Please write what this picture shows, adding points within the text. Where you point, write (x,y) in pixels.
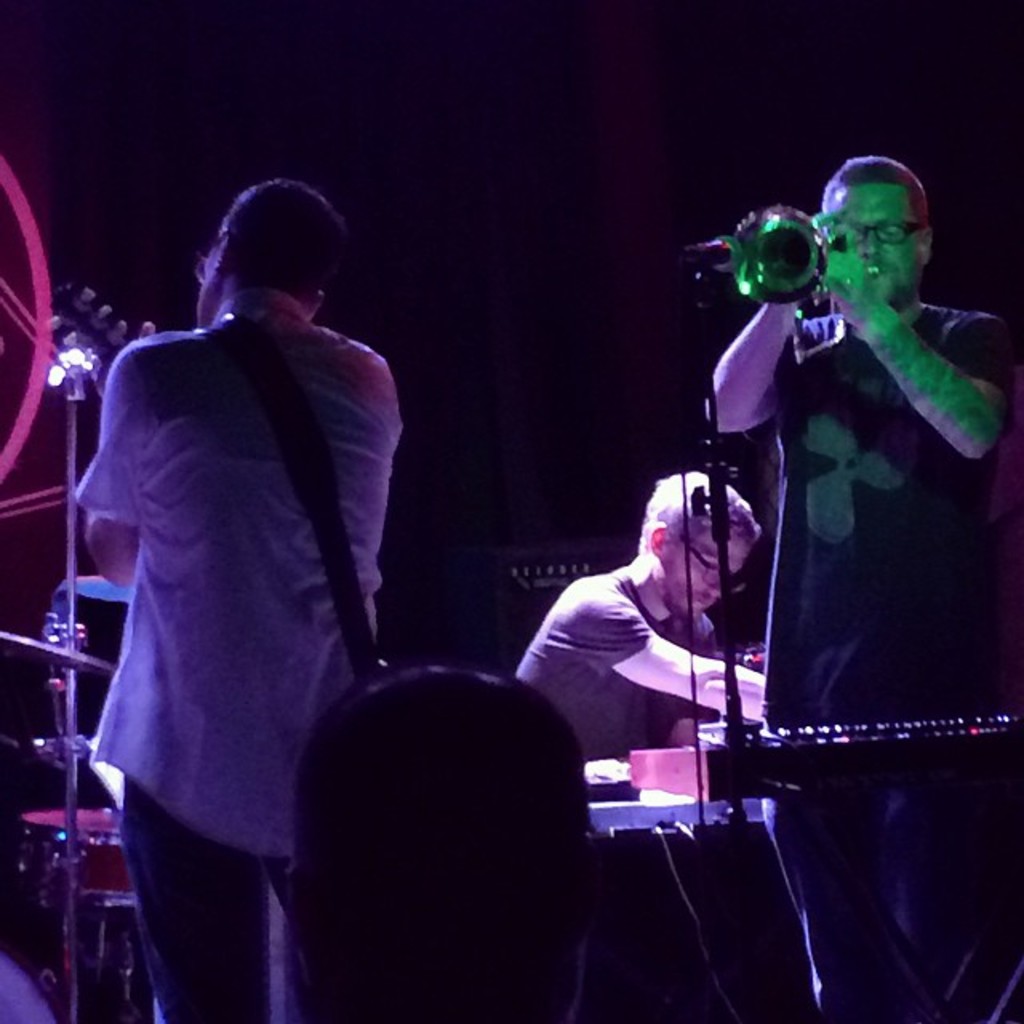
This picture seems to be clicked inside. In the center (348,365) we can see the two persons (922,479) standing and seems to be playing musical instrument (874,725). In the background (721,791) we can see the musical instruments (827,764) and a person (615,714) sitting on the chair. The background of the image (822,140) is dark.
